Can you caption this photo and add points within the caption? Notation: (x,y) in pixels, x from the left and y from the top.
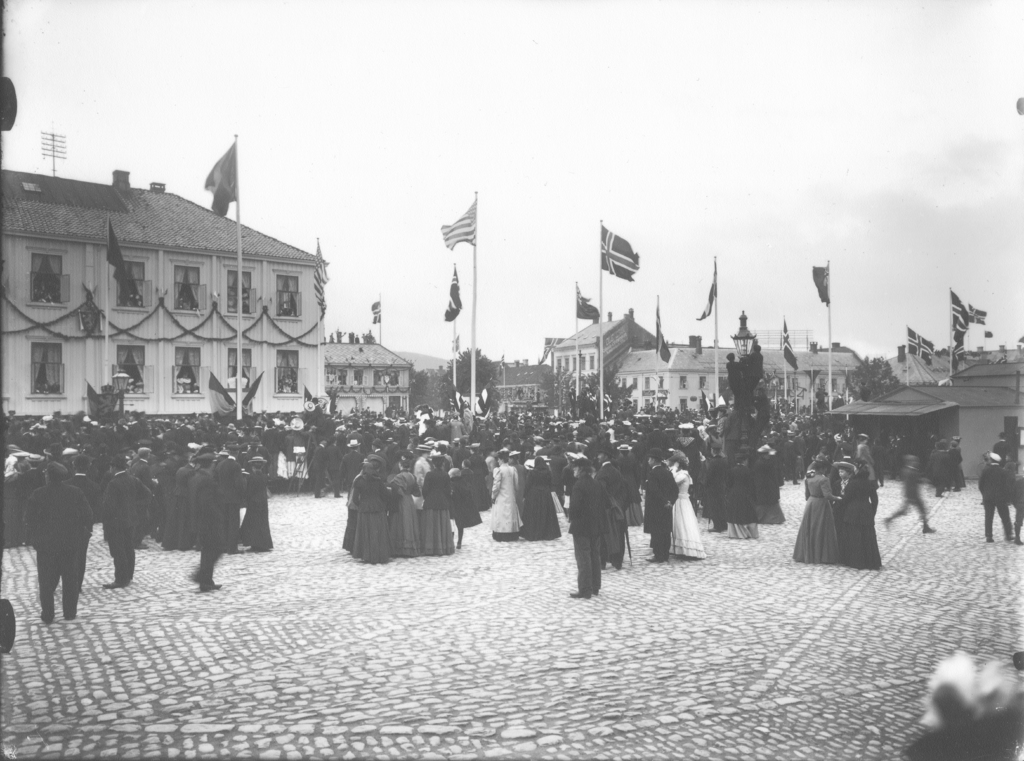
This is a black and white image. In this image I can see a crowd of people (338,454) standing on the ground (404,595) facing towards the back side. In the background (336,356) there are many buildings (532,371) and flags (455,299). At the top of the image (522,158) I can see the sky (571,179).
